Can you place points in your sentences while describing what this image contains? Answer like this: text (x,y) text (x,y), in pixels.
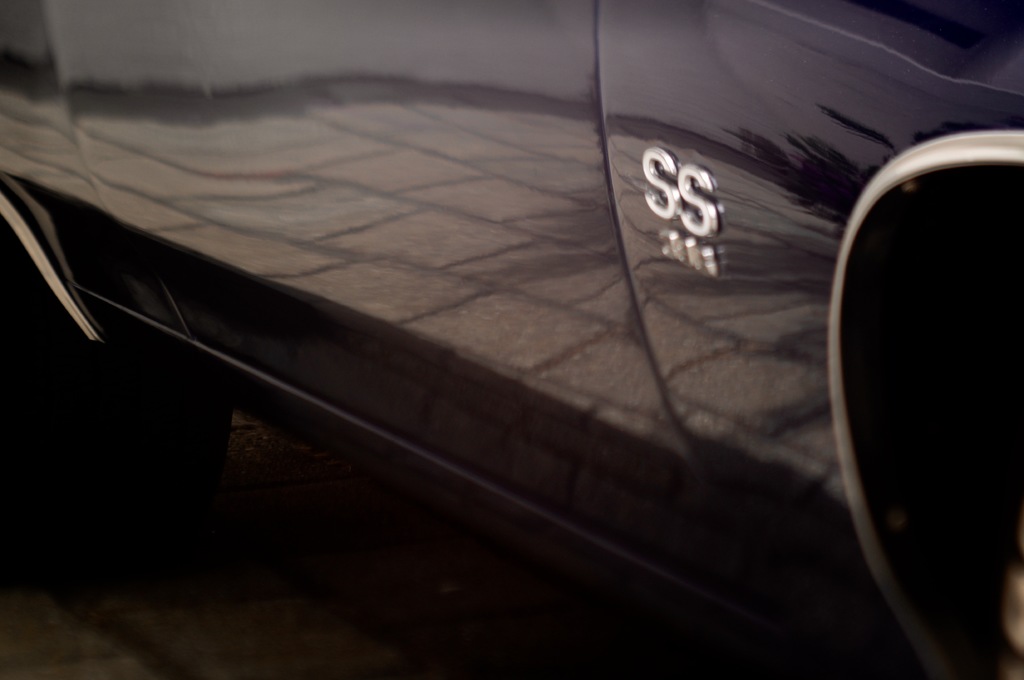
In this image we can see a vehicle (287,412) is on the ground (349,496). Letter boards (702,211) are on the vehicle (673,202). We can see a reflection (464,231) of ground (444,230), tree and the sky (502,61) on the vehicle (548,54).
